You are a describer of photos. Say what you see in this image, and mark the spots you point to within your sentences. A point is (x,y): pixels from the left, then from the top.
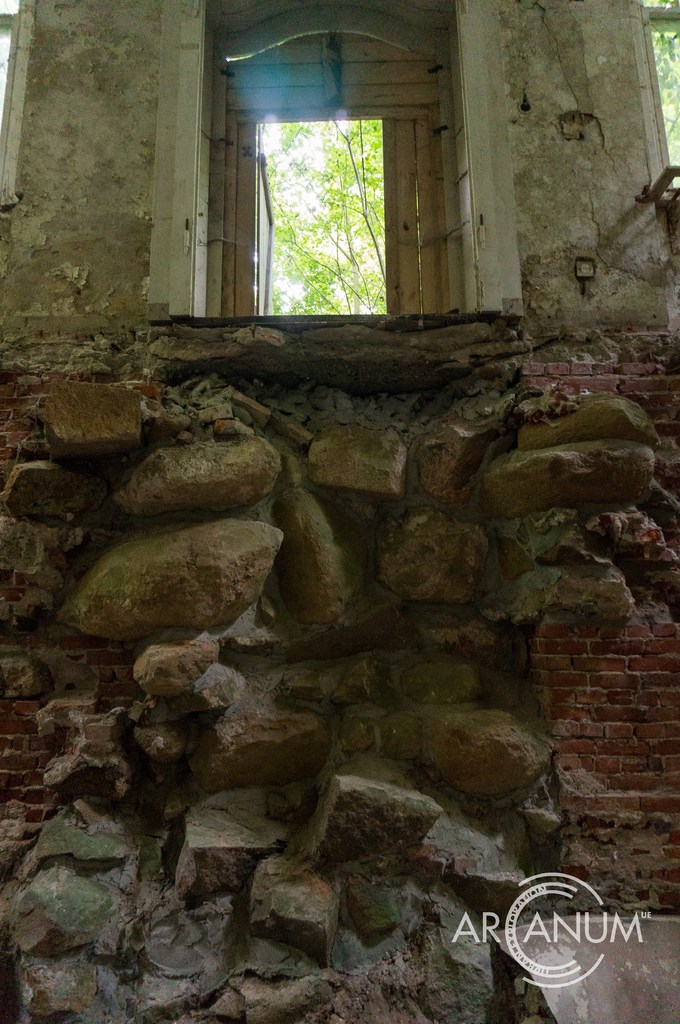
In this picture there is a house (303,319). To the below there are rocks (250,605) and bricks (603,679). To the below right corner (568,928) there is text (625,937). Through the door (261,166), trees (317,178) and sky (314,132) can be seen.
